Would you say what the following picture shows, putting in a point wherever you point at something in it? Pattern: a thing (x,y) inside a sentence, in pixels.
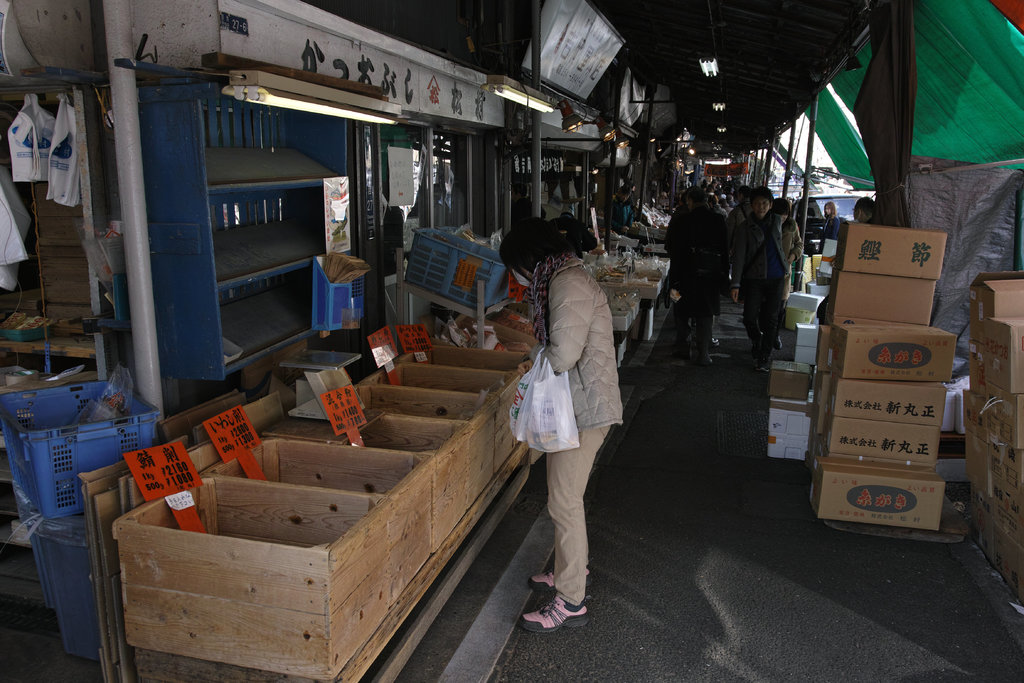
In this image we can see few stores (361,198). There are many objects (506,341) at the left side of the image (309,485). We can see few boards (357,440) in the image. There are few containers (373,389) at the left side of the image (208,530). We can see few carry bags (52,140) at the left side of the image (29,158). We can see many boxes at the right side of the image (1005,342). There are many people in the image.
